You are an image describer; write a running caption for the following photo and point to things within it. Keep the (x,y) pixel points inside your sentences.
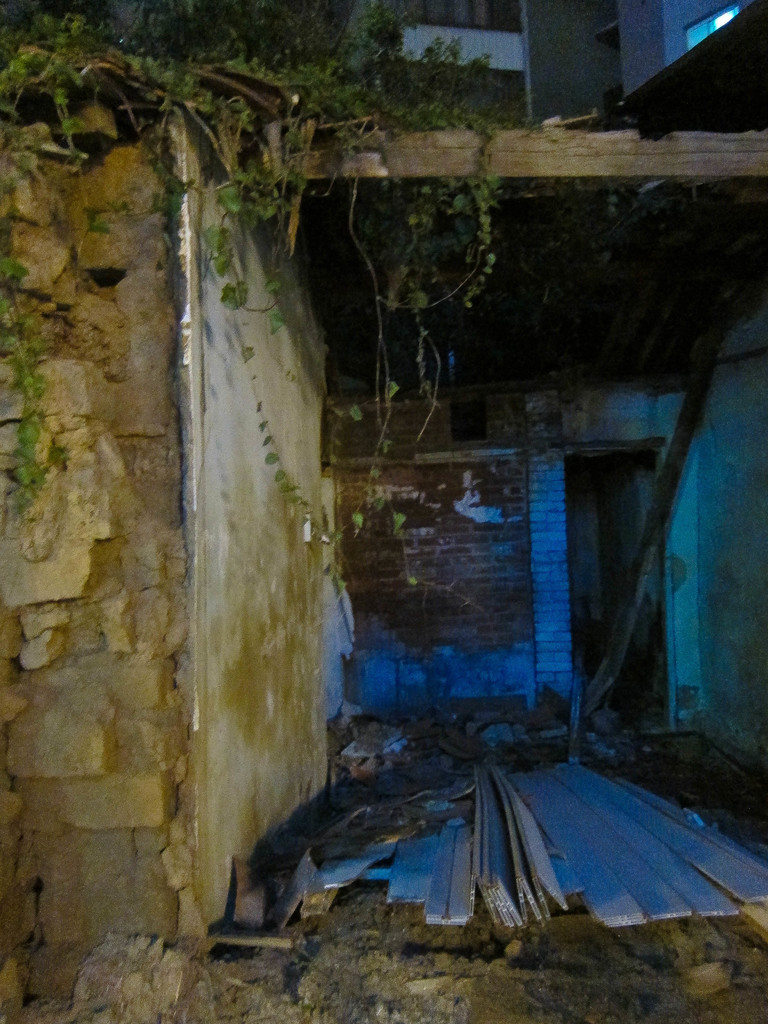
In this image there is a broken building (398,447). On it there are plants (287,176).
